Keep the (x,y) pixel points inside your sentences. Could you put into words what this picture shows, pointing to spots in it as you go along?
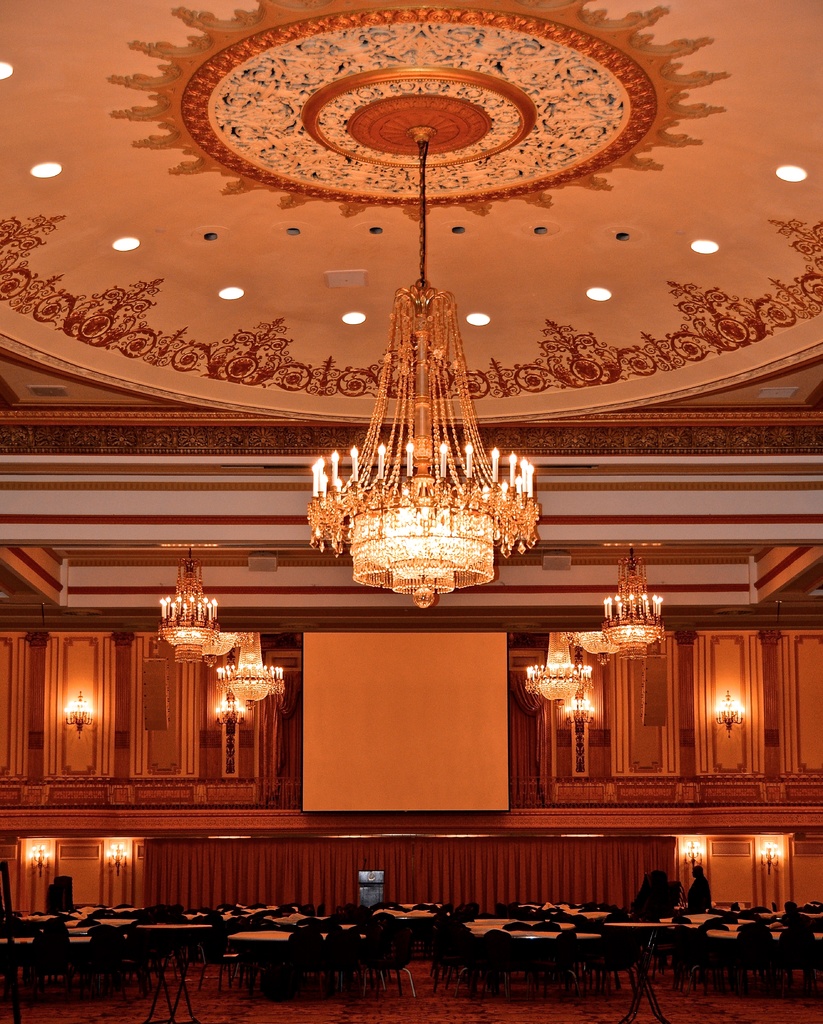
This is the picture of a place where we have some chairs (366,954), tables (162,970) and some lamps (474,579) to the roof (553,557).
